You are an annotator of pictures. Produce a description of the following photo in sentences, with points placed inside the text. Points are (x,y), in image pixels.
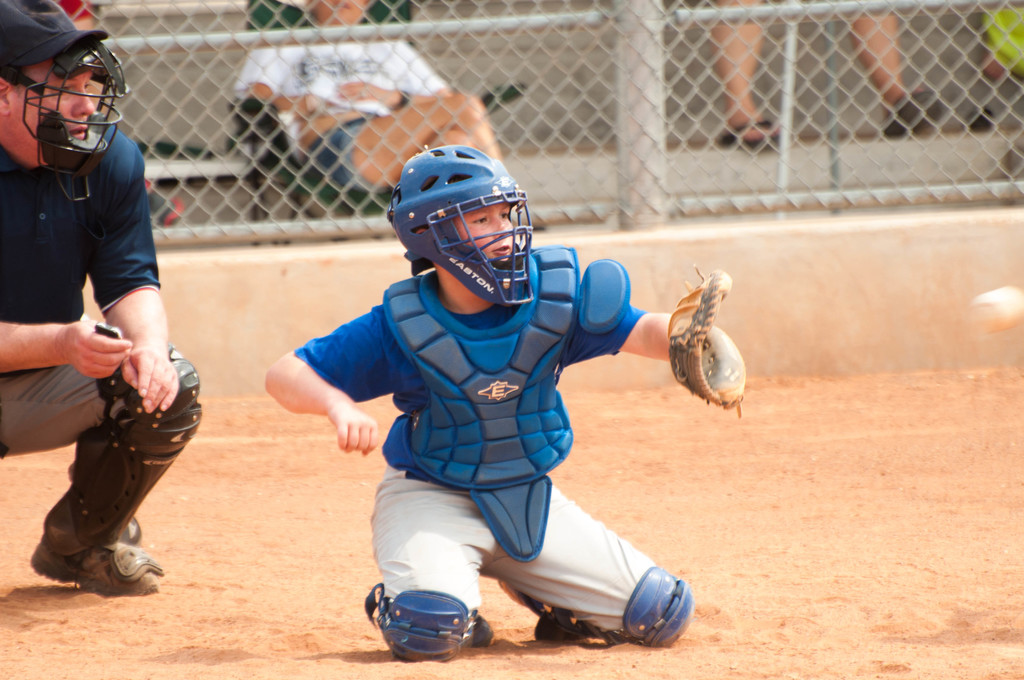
In the center of the picture (513,310) there is a kid (490,312) wearing helmet (518,287), glove (722,362) and playing baseball. At the bottom (835,657) there is red soil (780,563). On the left (57,297) there is a person (32,109) wearing helmet (63,70). In the center of the picture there is fencing (534,91), outside the fencing (444,87) there are people (262,47).
